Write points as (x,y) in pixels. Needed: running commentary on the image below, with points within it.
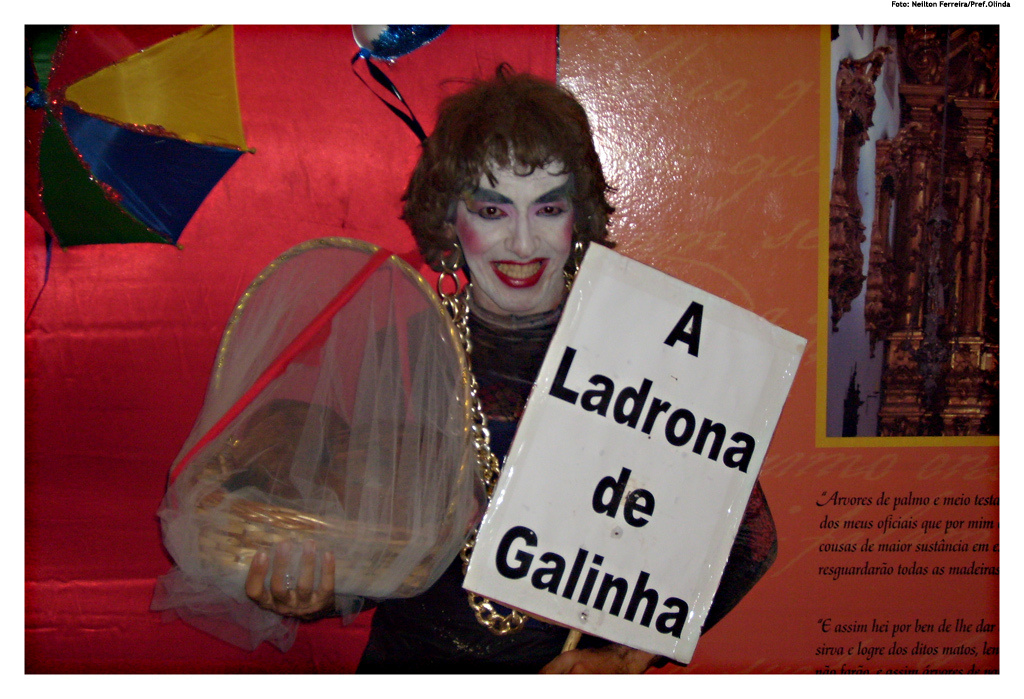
In this image I can see a person (569,269) holding basket (347,526) and whiteboard (633,523). He is wearing black dress (462,618). Back I can see a colorful umbrella (122,79).
